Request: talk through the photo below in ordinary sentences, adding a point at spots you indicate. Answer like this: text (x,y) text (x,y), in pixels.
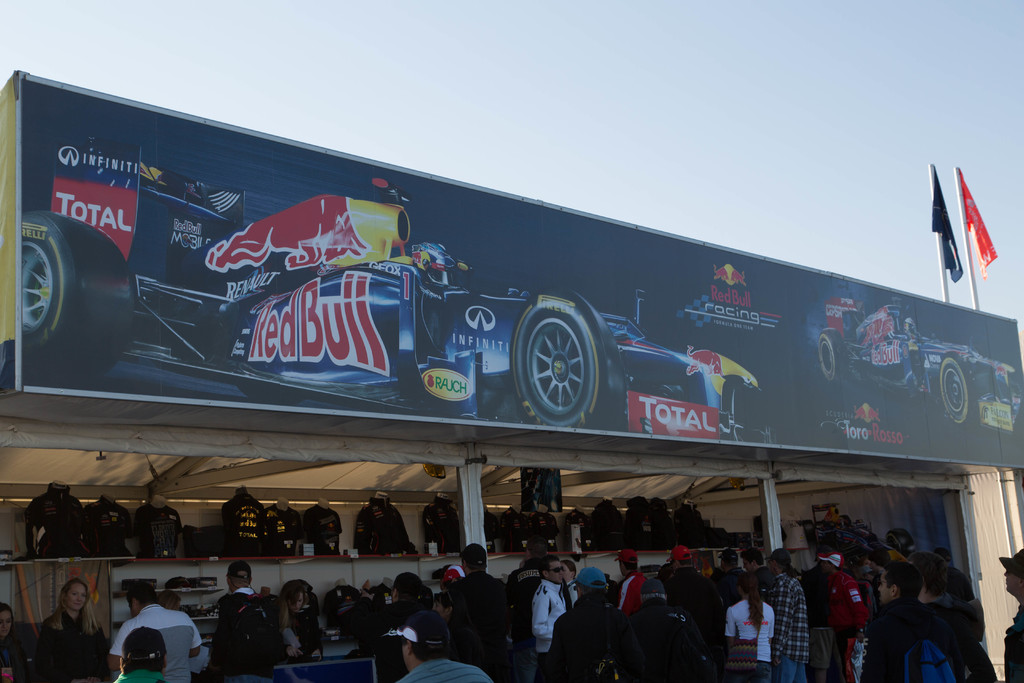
In this image we can see sky (875,194), flags (981,243), flag posts (974,284), advertisement board (409,294), mannequins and persons (464,614) standing on the floor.
